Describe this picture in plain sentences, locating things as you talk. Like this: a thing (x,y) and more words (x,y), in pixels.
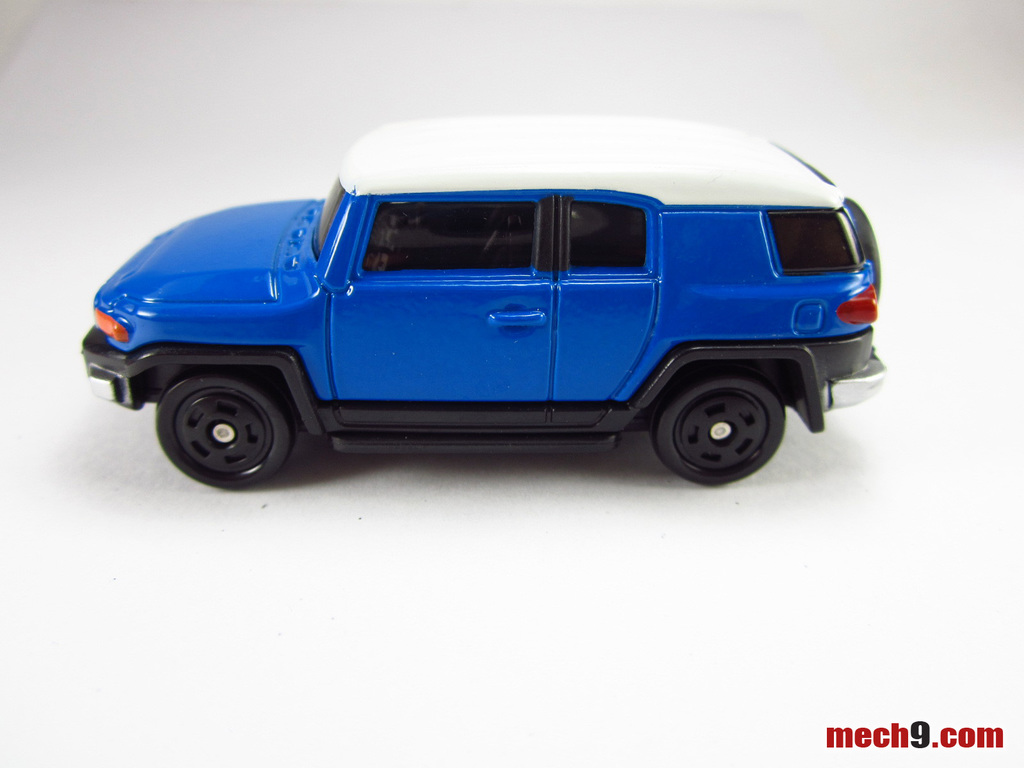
In the center of the image (418,331) we can see one toy car (374,331), which is in blue, white and black color. In the bottom right side of the image (998,740) we can see some text (953,729).
